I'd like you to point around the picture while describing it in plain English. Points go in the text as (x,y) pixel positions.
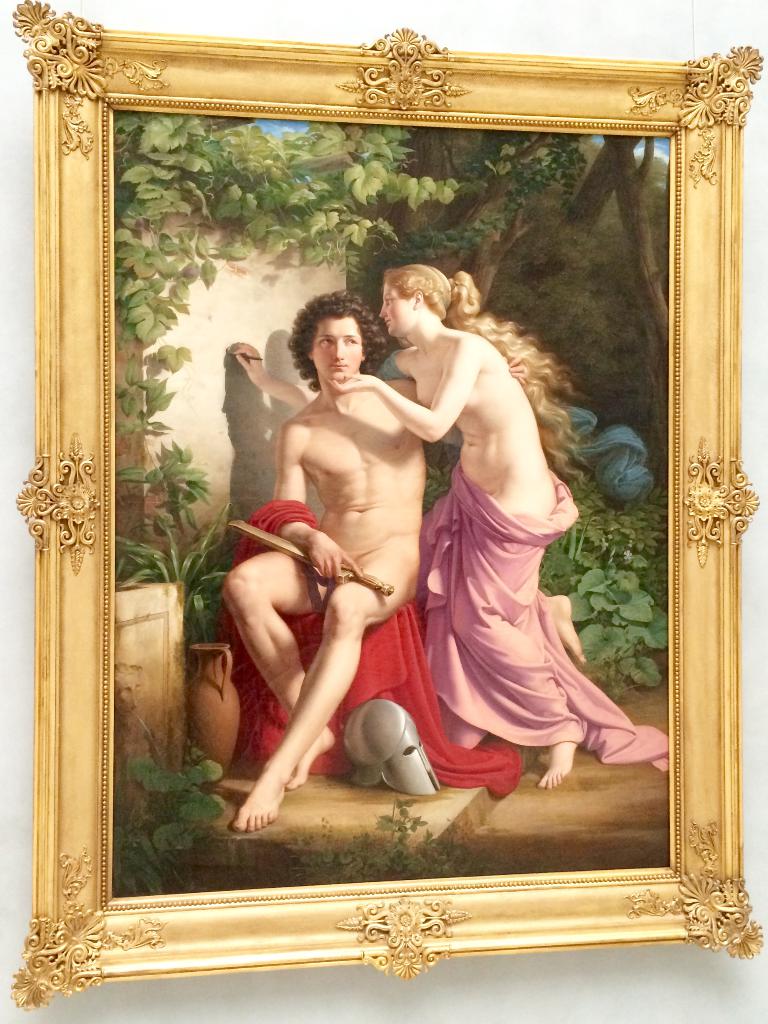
In this picture we can see a photo frame (360,106), there is a painting (512,289) of two persons (459,415) and plants (127,140) in the frame (149,111), in the background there is a wall (451,11).
